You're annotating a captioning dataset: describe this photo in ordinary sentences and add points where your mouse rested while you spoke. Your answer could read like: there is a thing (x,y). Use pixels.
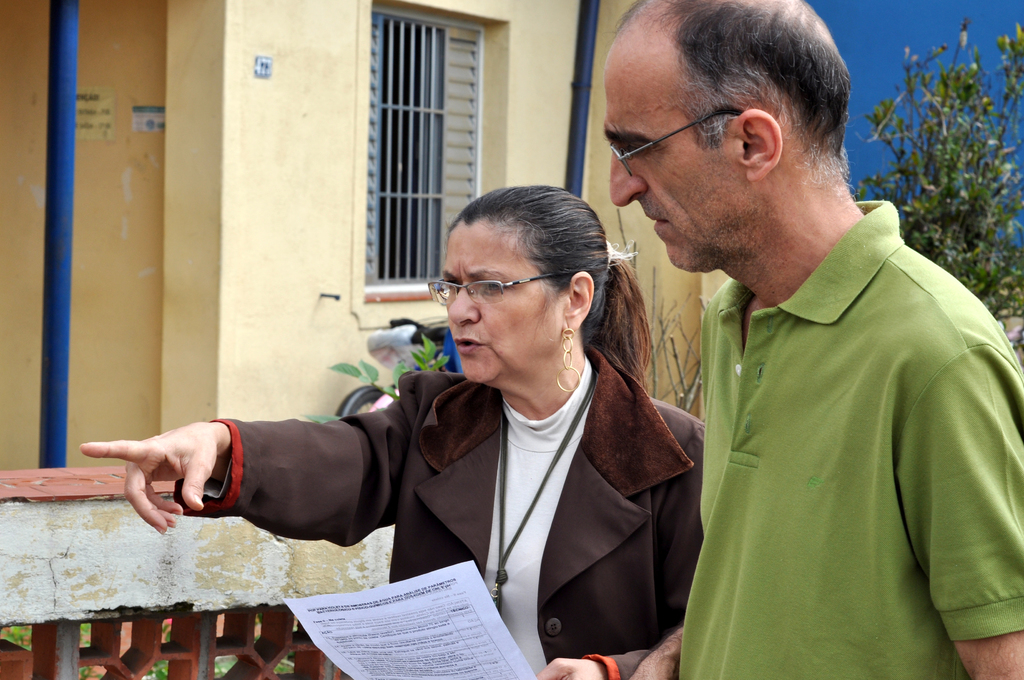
In this picture I can observe a man (710,629) and woman (589,390). Woman (428,446) is holding a paper (394,628) in her hand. In the background (471,137) I can observe a building (324,76) and plants (930,200).
